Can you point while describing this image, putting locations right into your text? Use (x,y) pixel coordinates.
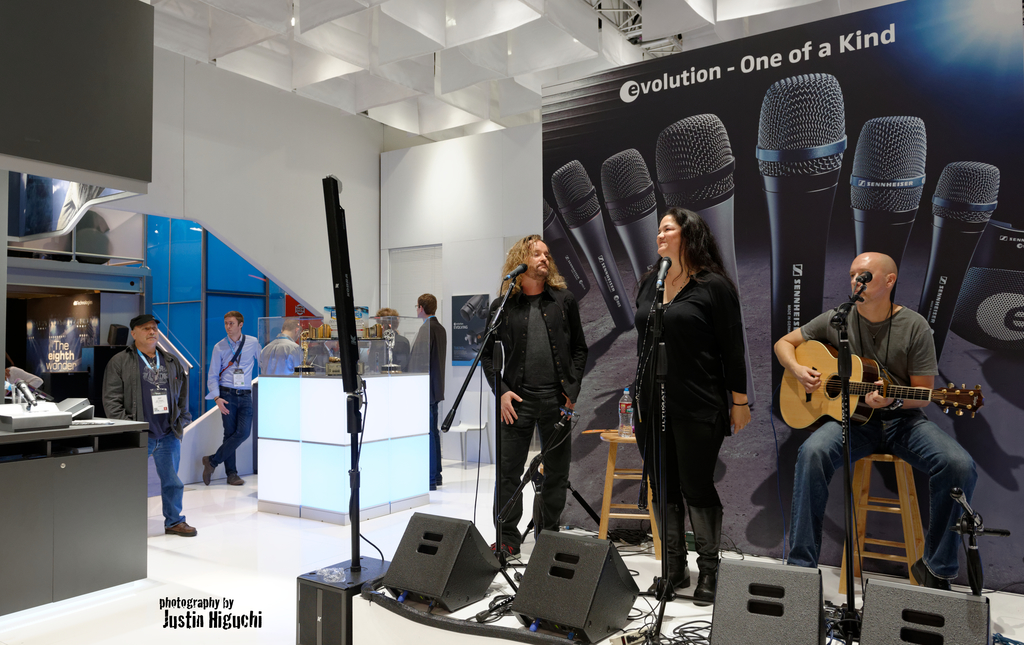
In this image I can see a few people (700,572) where a man (905,430) is sitting on a chair (871,460) and holding a guitar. I can also see three mics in front of them.
